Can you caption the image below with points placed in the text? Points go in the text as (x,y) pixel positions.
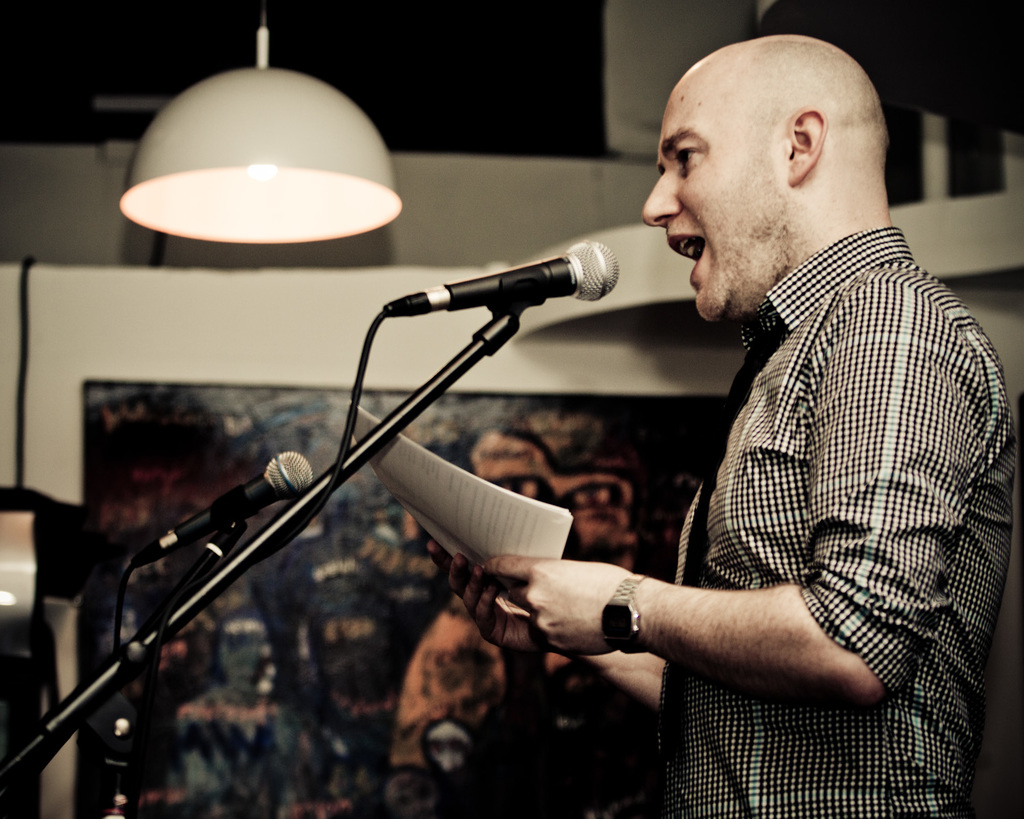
In this image I can see a person (783,174) standing wearing black and white shirt (842,338). The person (760,244) is singing in front of the microphone (527,267) holding few papers (517,510), at the back (288,480) I can see the other microphone (300,475), a frame (240,424) attached to the wall (240,332) and the wall (240,317) is in white color, at top (260,207) I can see a light (255,165).
